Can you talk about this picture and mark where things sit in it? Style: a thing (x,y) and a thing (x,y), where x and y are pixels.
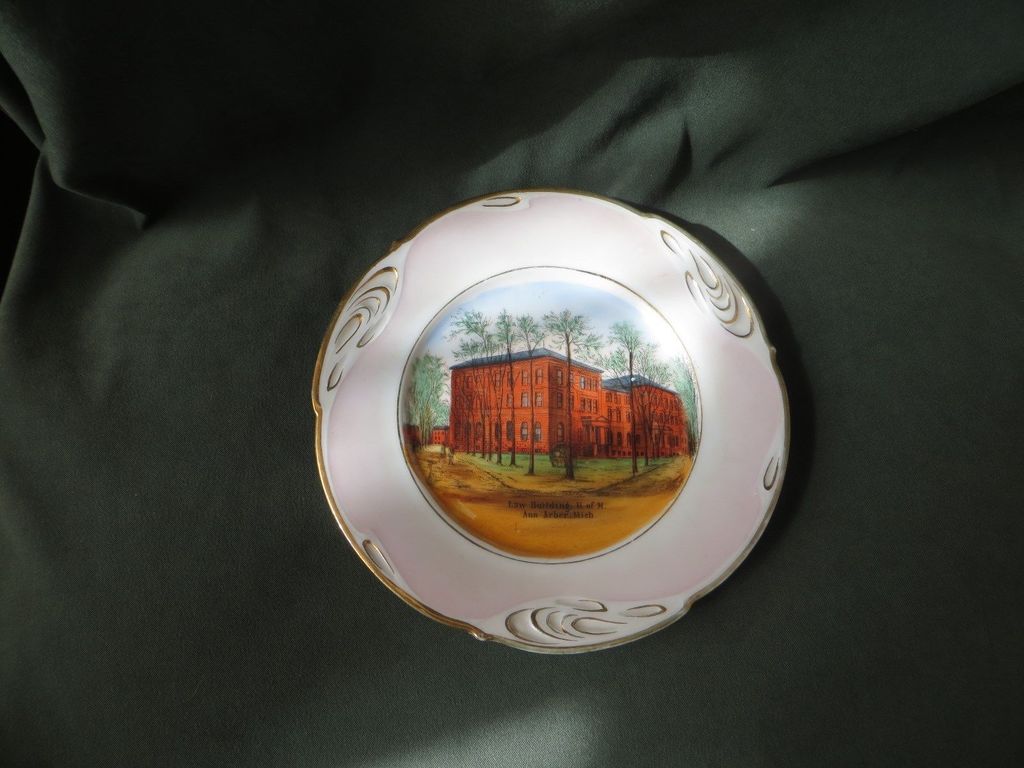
In a given image i can see a object (409,322) on which i can also see a building (526,398), trees (418,366), sand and some text (547,505) on it.
